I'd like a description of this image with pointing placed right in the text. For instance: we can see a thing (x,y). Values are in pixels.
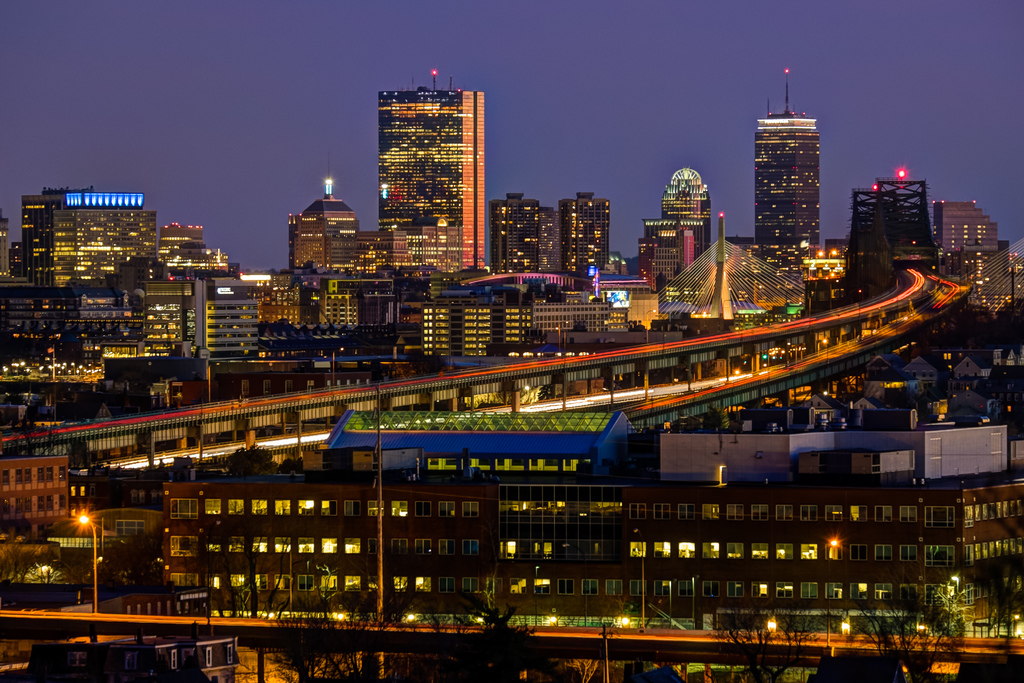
In this image we can see a group of buildings (571,445). In the middle (587,400) we can see bridges (612,383). At the bottom (700,652) we can see a bridge (687,649), a group of trees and street poles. At the top (779,66) we can see the sky (513,87).
